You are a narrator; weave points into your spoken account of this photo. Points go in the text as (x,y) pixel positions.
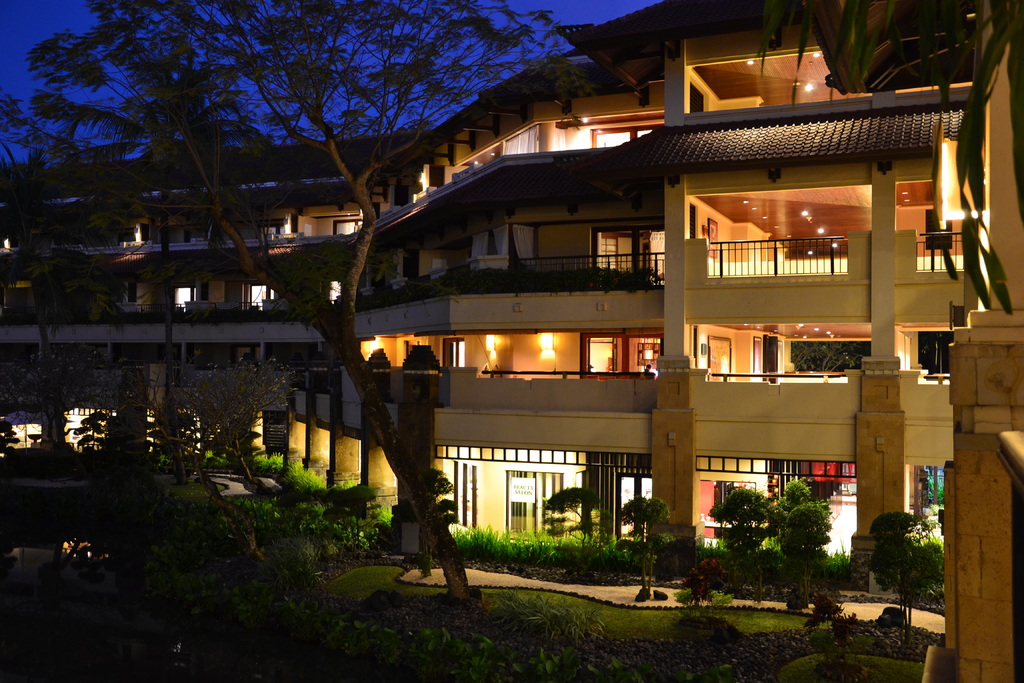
In this image we can see the building (490,320) with lights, in front of the building (663,217) we can see the trees (320,89), grass (591,625) and plants (567,608). In the background (34,40), we can see the sky (21,30).
